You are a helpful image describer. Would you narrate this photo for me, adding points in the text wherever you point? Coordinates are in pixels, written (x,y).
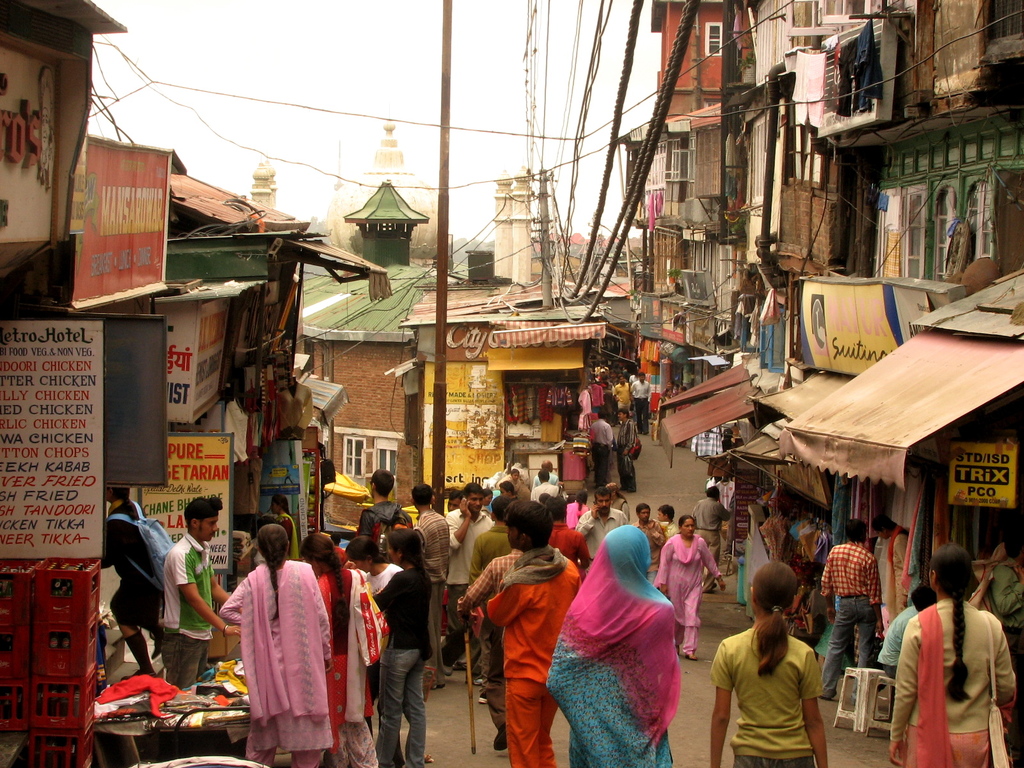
In this image we can see the people (442,599) on the road (697,717). On both sides of the road (706,766) we can see the stalls (877,473) and buildings (926,155). We can also see the electrical poles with wires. Image also consists of hoardings (98,491) and banners (118,253). Sky (302,125) is also visible.
